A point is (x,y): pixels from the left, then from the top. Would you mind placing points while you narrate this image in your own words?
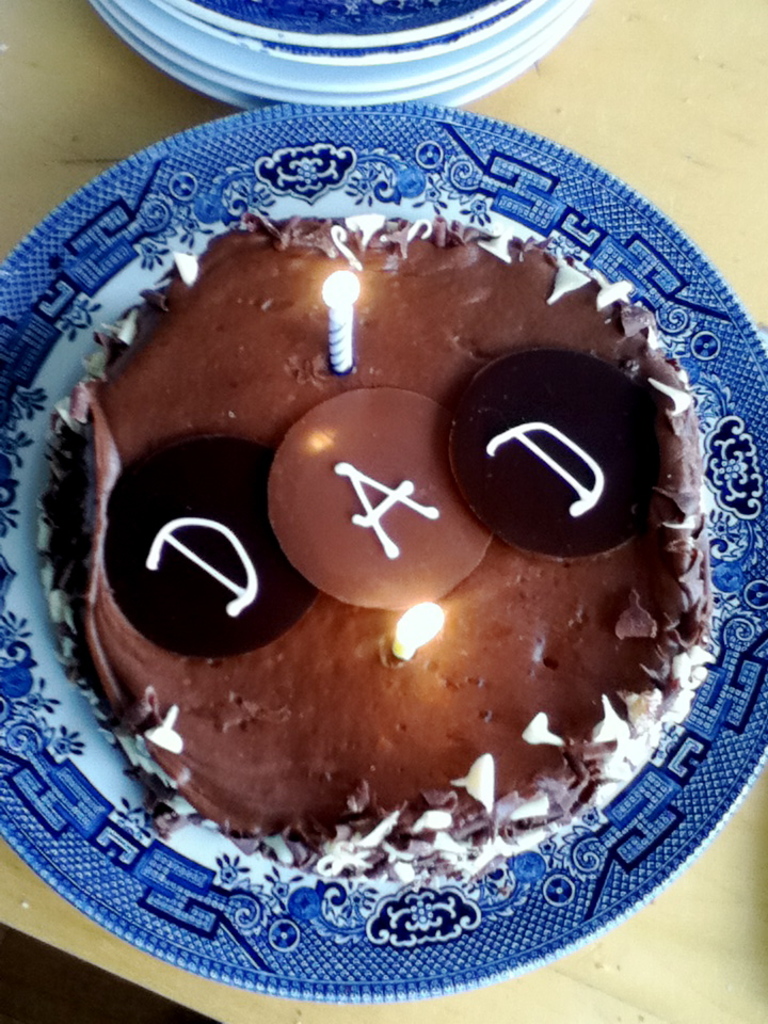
In this picture there is a cake (78,494) on the plate (51,231) and there is text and there are candles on the cake (394,663). At the back (485,50) there are plates (369,59). At the bottom (596,975) there is a table (669,902).
